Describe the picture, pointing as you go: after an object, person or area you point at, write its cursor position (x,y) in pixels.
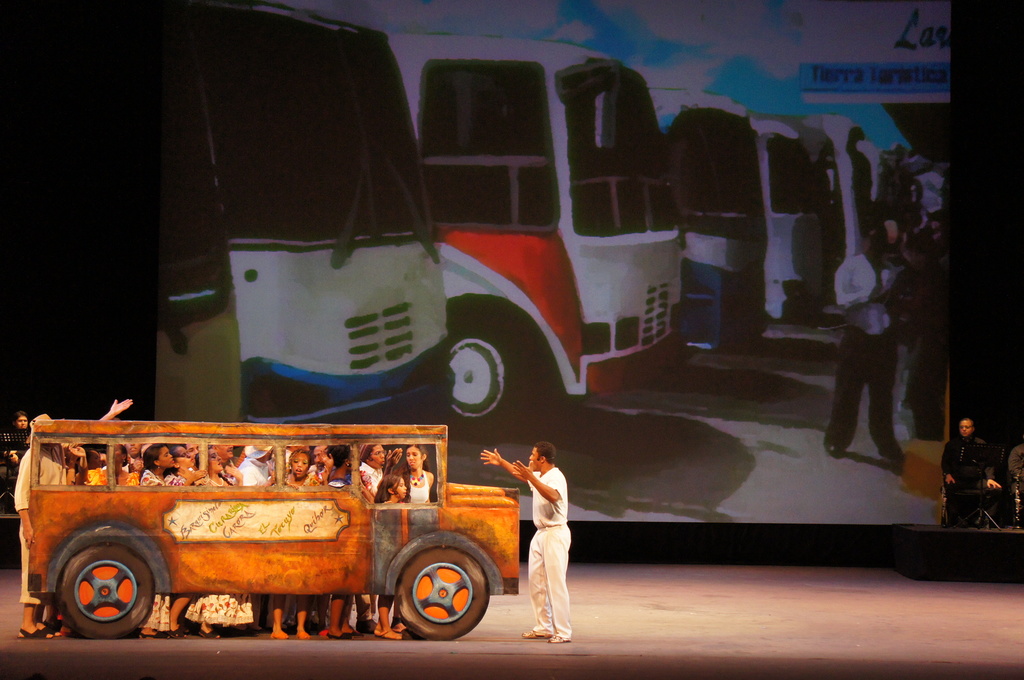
In this picture there are group of people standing behind the artificial bus (493,549) and there is a man (566,629) with white dress (561,550) is standing. On the right side of the image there are two people (1021,478) sitting and there are objects (962,472). On the left side of the image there is a person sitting and there is an object (1,442). At the back (805,47) there is a screen (855,302). On the screen (447,359) there are pictures of buses (511,285) and there are group of people (938,239) and there is a board (902,84) and there is text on the board (818,51). At the top (737,70) there is sky (716,60) and there are clouds (779,56). At the bottom (583,489) there is a road (749,405).
